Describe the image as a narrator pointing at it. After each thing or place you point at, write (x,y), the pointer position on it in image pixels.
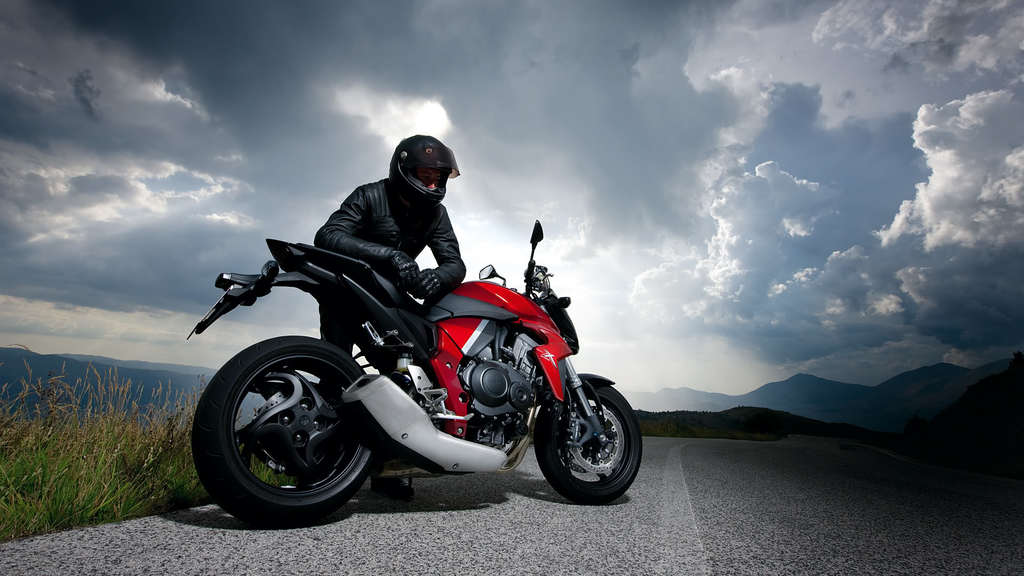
Beside this motorbike (456,383) we can see a person (413,262) is standing and wore a helmet (425,162). Background (155,445) there are mountains (783,387), grass (175,445) and cloudy sky (540,138).
